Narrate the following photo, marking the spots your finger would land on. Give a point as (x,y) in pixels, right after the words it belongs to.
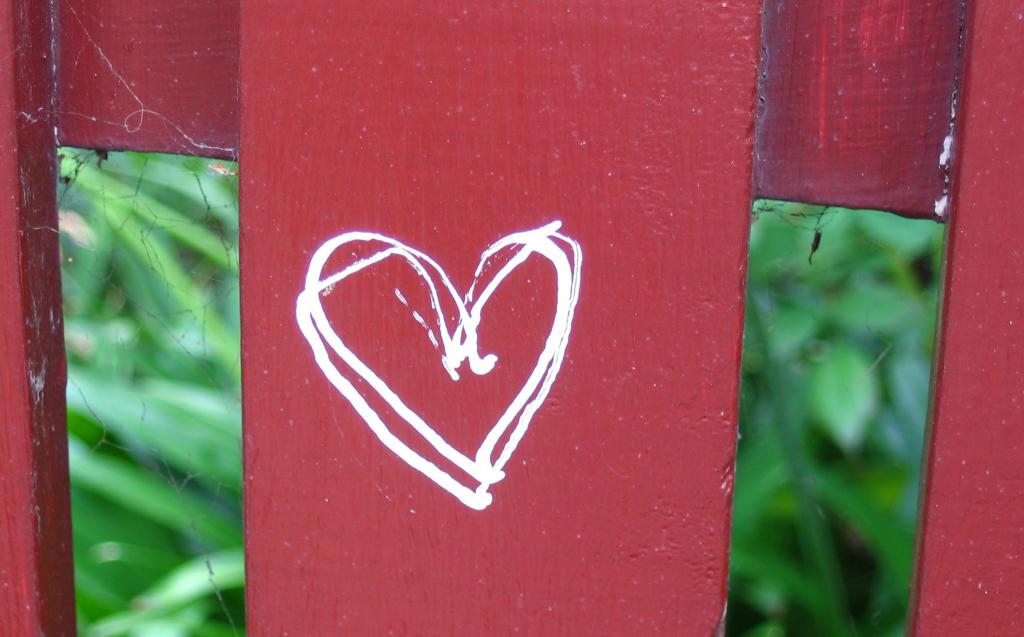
In this image, in the foreground (497,120) we can see heart shape drawing (301,303) on the wood (325,237).
